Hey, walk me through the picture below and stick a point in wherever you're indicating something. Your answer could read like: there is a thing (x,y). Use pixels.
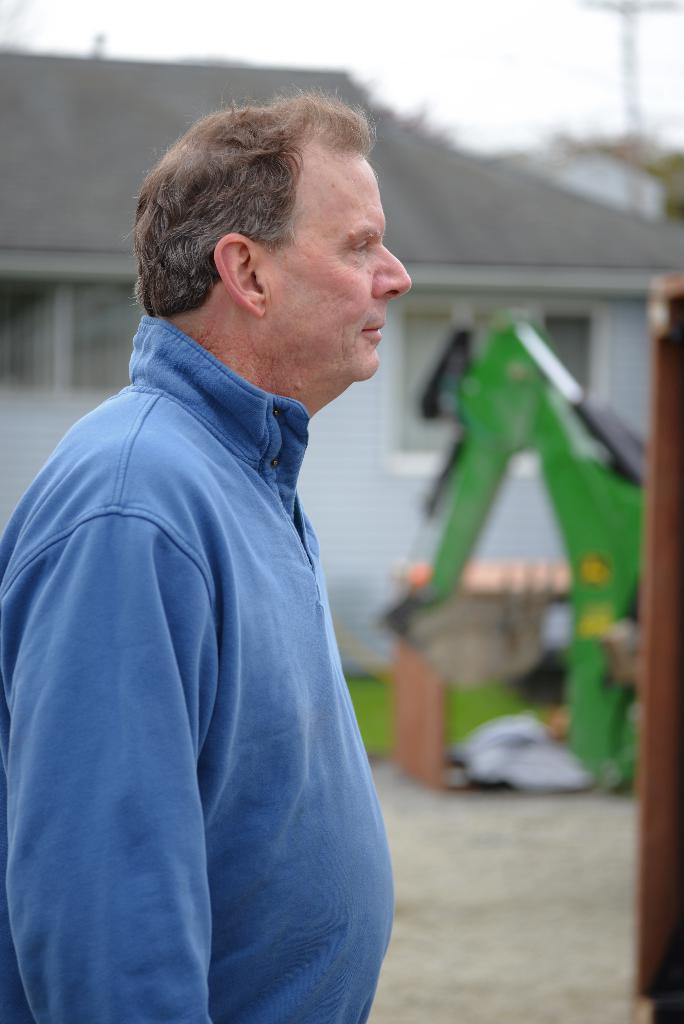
In this image we can see a person (274,455) wearing blue shirt (239,757) is standing. In the background (536,417), we can see a machine (508,426), a building (614,291) with roof (435,211) and the sky (476,36).
